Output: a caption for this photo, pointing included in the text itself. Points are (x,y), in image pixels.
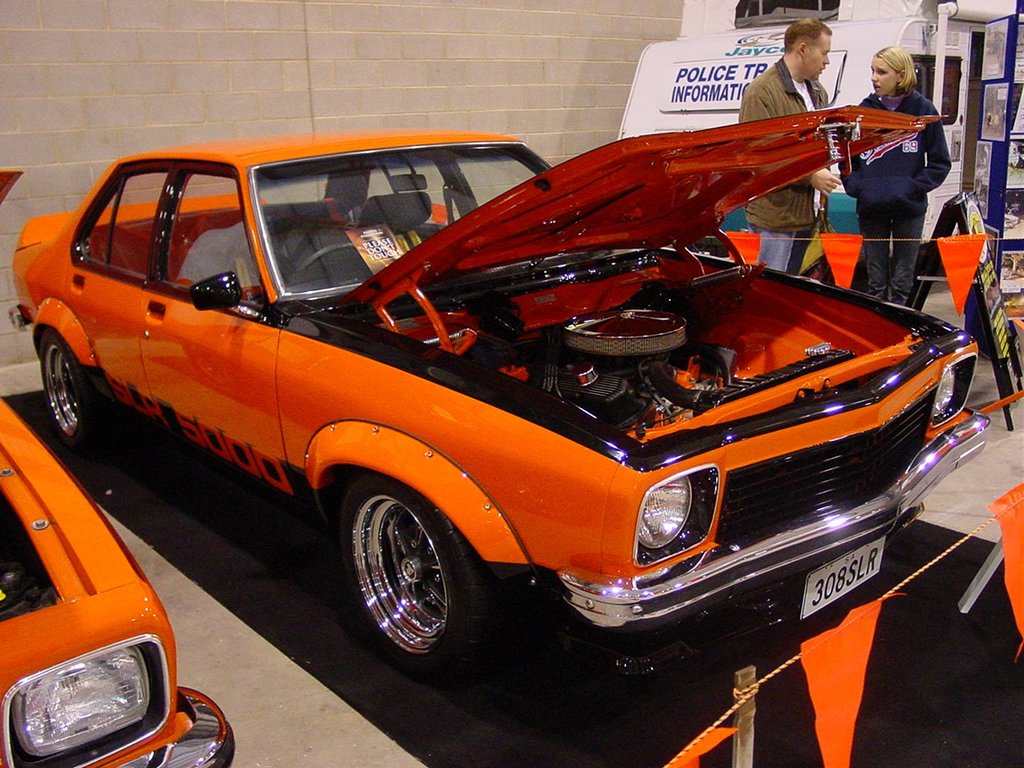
In this image I can see few vehicles (410,501). In front (635,448) the vehicle (463,467) is in orange color and I can see two persons (781,90) standing, the person (908,175) at right (908,179) is wearing blue color jacket (919,173). In the background (487,83) the wall (302,83) is in cream color.
